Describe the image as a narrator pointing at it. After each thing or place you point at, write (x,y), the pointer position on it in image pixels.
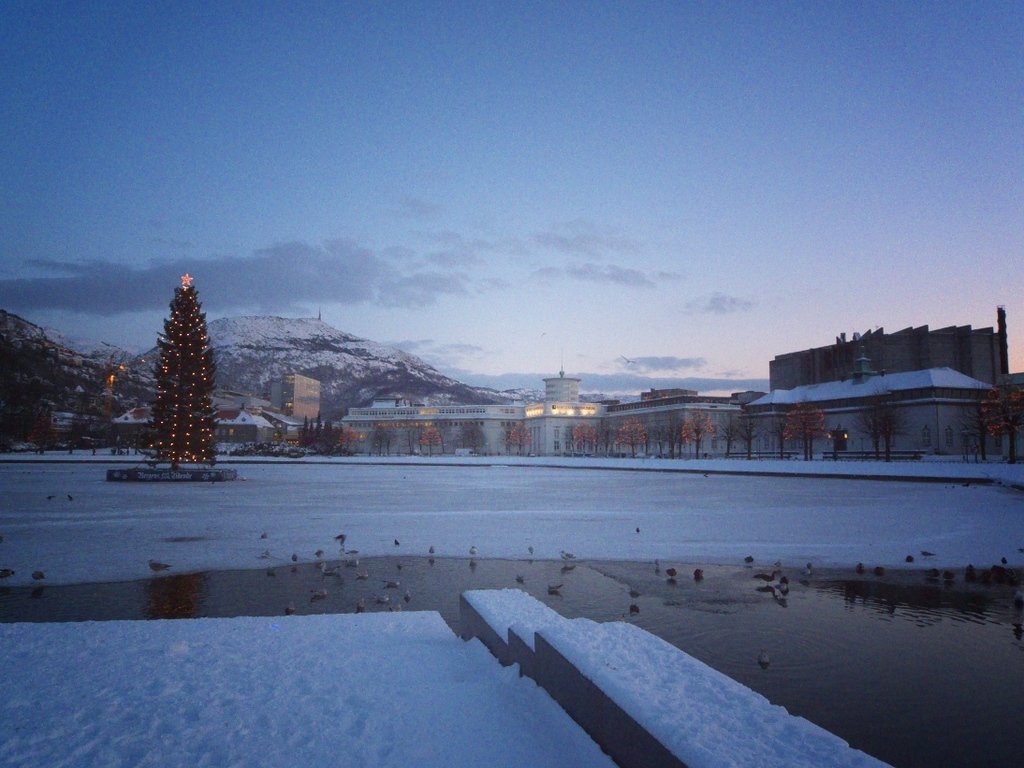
This picture is taken from the outside of the city (984,343). In this image, on the right side (984,343), we can see some buildings (718,427) and trees (884,452). On the left side (13,437), we can also see houses (57,418), trees (53,380), plants (35,386). On the left side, we can also see a Christmas tree (198,344) with few lights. In the background (94,399), we can see some buildings (263,425), houses (302,424), trees (83,427), mountains (111,353), snow (317,335). At the top (484,140), we can see a sky (507,223) which is a bit cloudy, at the bottom (629,520), we can see a snow (517,519) and few birds (777,573) which are on the water (876,655).
